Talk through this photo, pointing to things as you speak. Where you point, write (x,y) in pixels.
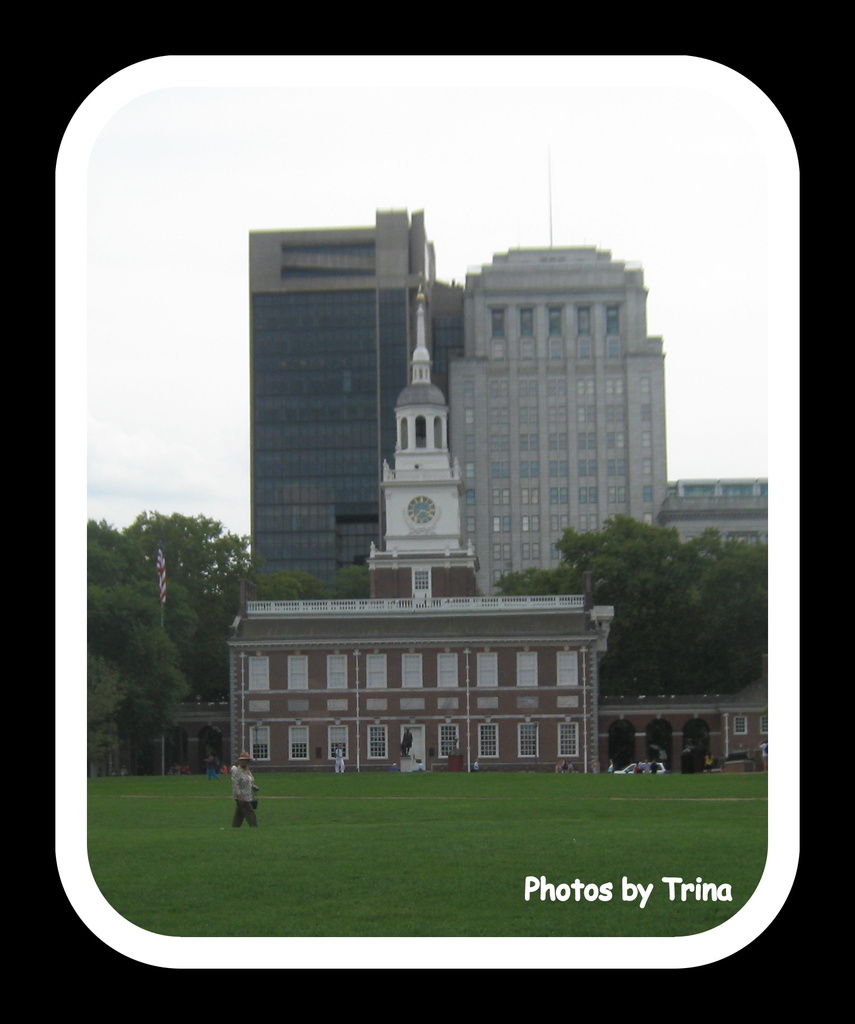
In this picture I can see the photo frame (72,484). I can see green grass (590,830). I can see the buildings (490,613). I can see trees (654,661). I can see people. I can see clouds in the sky (180,382).
